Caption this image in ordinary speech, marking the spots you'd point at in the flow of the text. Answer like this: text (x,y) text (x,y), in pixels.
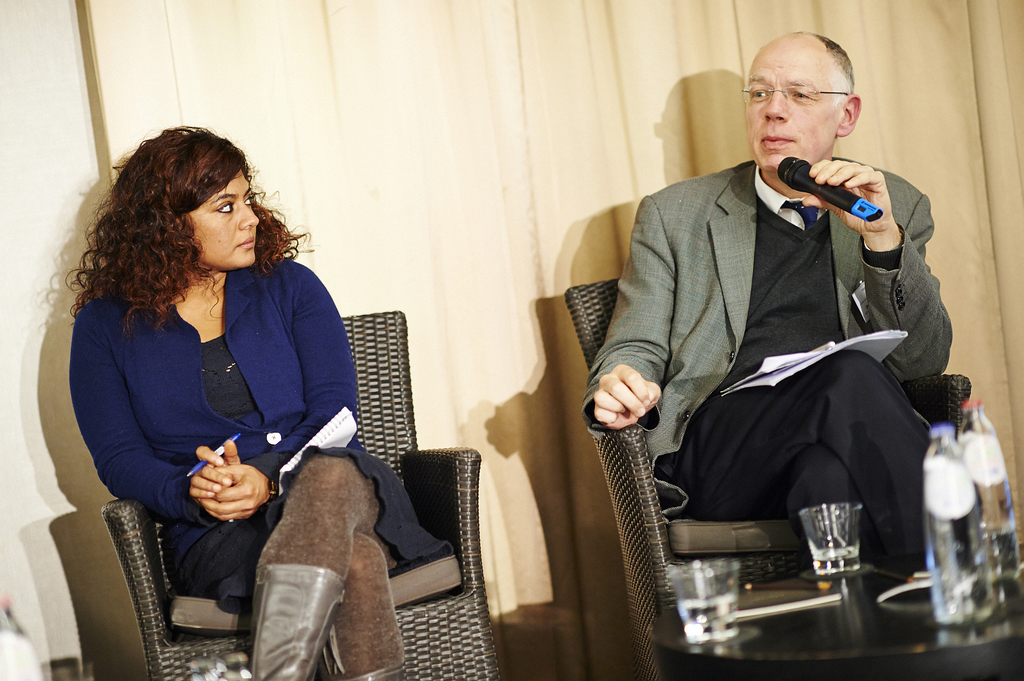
In this picture we can see one man (834,253) holding mic (827,192) in his hand (894,243) with papers (769,372) on him and beside to him we can see woman (307,413) holding book (341,424), pen (232,438) and looking at this person (785,268) they are sitting on chairs (671,559) and in front of them on table (768,623) we have glasses (847,520), bottles (1002,518) and in background (560,145) we can see curtains (559,98).
